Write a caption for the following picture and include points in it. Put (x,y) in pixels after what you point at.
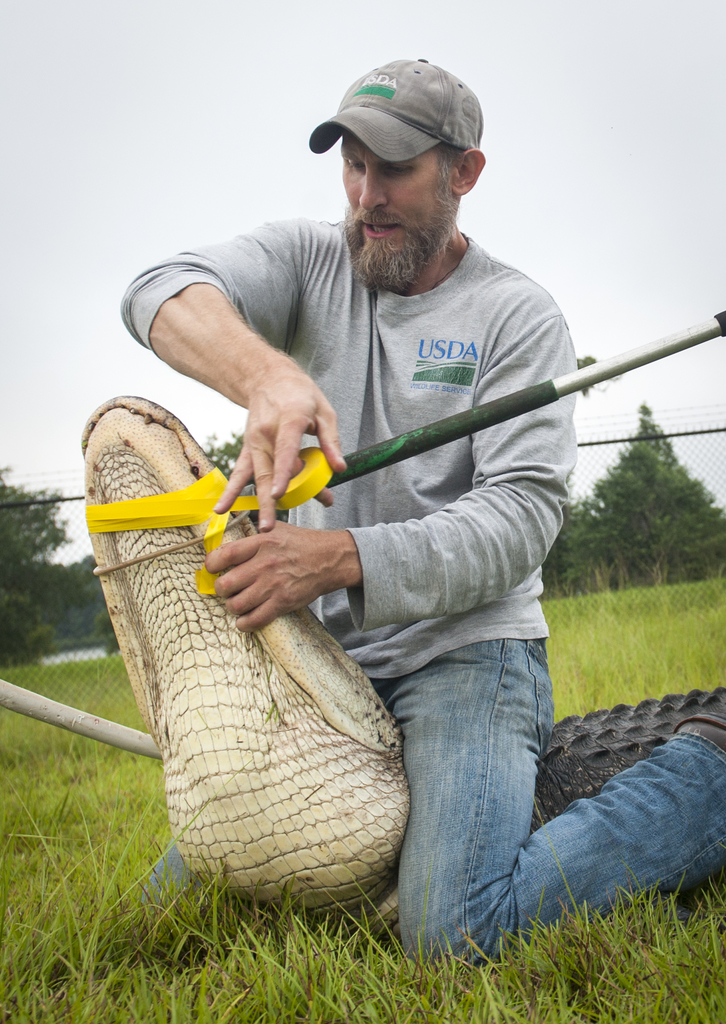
In this picture we can see a man (384,486) holding an alligator (310,628), at the bottom (412,968) there is grass (426,968), this man (423,688) wore a t-shirt (422,562), a cap (394,133) and jeans (454,833), in the background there are some trees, we can see the sky (568,166) at the top of the picture (570,142).
